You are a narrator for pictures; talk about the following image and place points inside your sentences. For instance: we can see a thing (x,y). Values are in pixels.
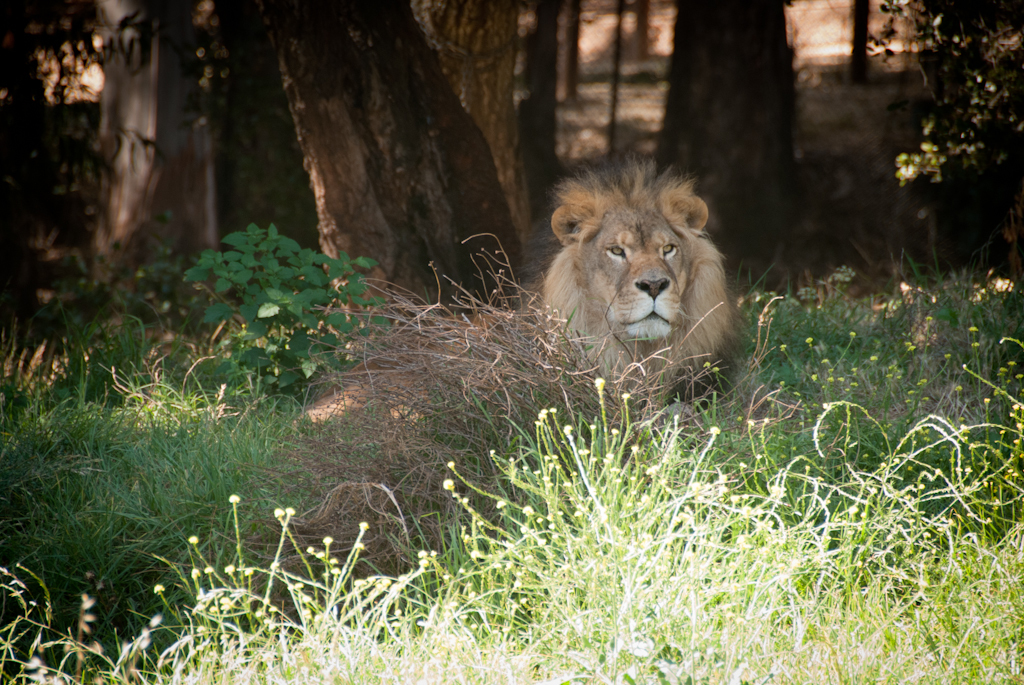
Background portion of the picture is blurry and the fence (631,45) is visible. In this picture we can see the tree trunks (537,121), plants (51,519) and the twigs (433,469). We can see a lion (613,282).
